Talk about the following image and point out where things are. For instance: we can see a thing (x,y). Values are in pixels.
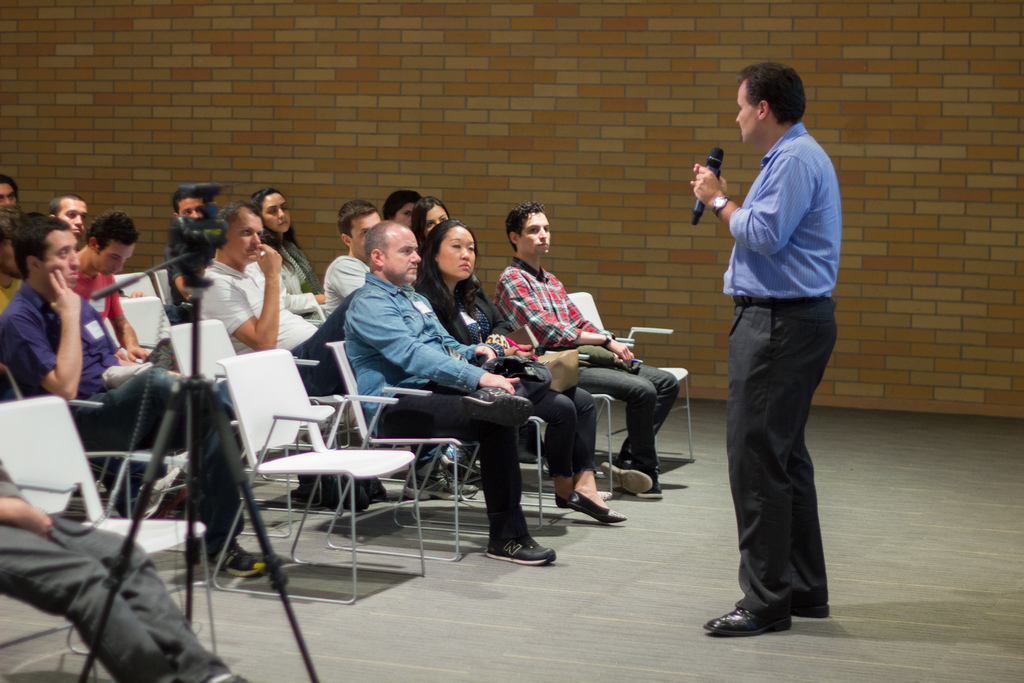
In this image there are group of people (347,292) sitting in a chair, there is a camera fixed to a tripod stand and a man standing and talking in the microphone (713,172).
